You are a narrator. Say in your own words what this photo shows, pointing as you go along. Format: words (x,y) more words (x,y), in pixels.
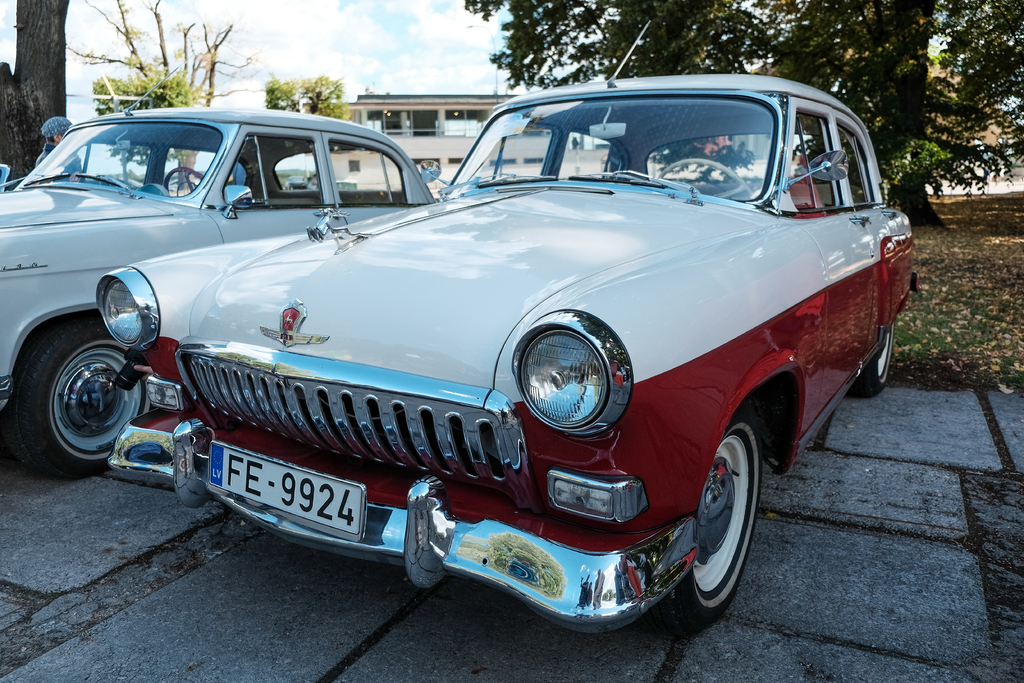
In this image there is a road (255,663) at the bottom (281,654). There are vehicles (627,319) in the foreground (389,393). There is grass (999,315) and there are trees (1020,62) on the right corner (968,142). There is a person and there are trees (62,40) on the left corner (45,83). It looks like a building (432,103), there are trees (534,23) in the background (479,98). And there is sky (480,52) at the top (480,52).
